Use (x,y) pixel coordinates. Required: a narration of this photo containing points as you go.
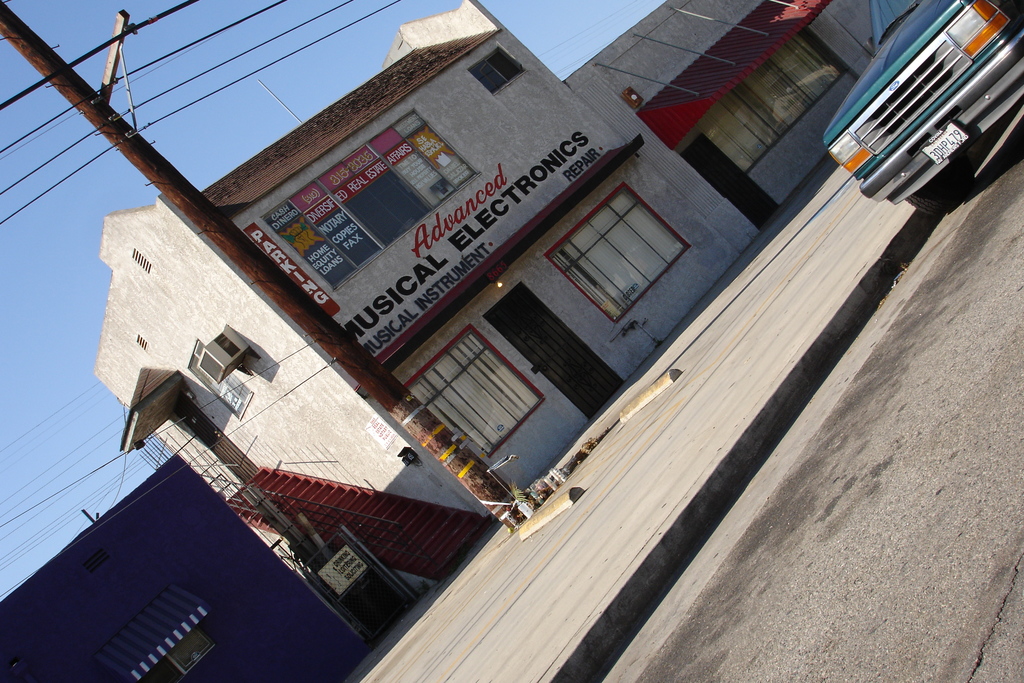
In the picture we can see a road (987,530) on it, we can see a car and beside it, we can see a path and a pole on it and some wires (259,69) to it and we can also see some houses (275,170) with doors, windows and steps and besides to it, we can see some other houses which are blue and some house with a glass window (298,207) and we can also see a sky (65,299).
